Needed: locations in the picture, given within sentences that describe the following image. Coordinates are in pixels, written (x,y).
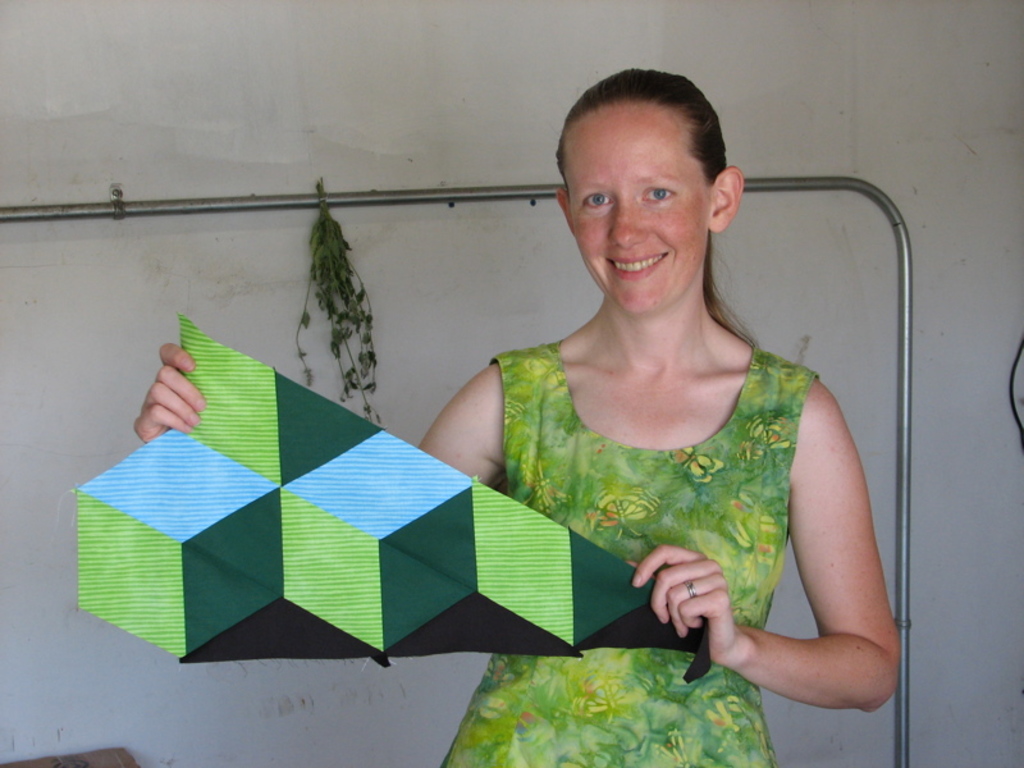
In this image there is a woman (629,321) standing holding a cloth (331,534) in her hands (727,648), in the background (137,152) there is wall (999,383) on that wall (871,263) there is a pipe (864,189).
